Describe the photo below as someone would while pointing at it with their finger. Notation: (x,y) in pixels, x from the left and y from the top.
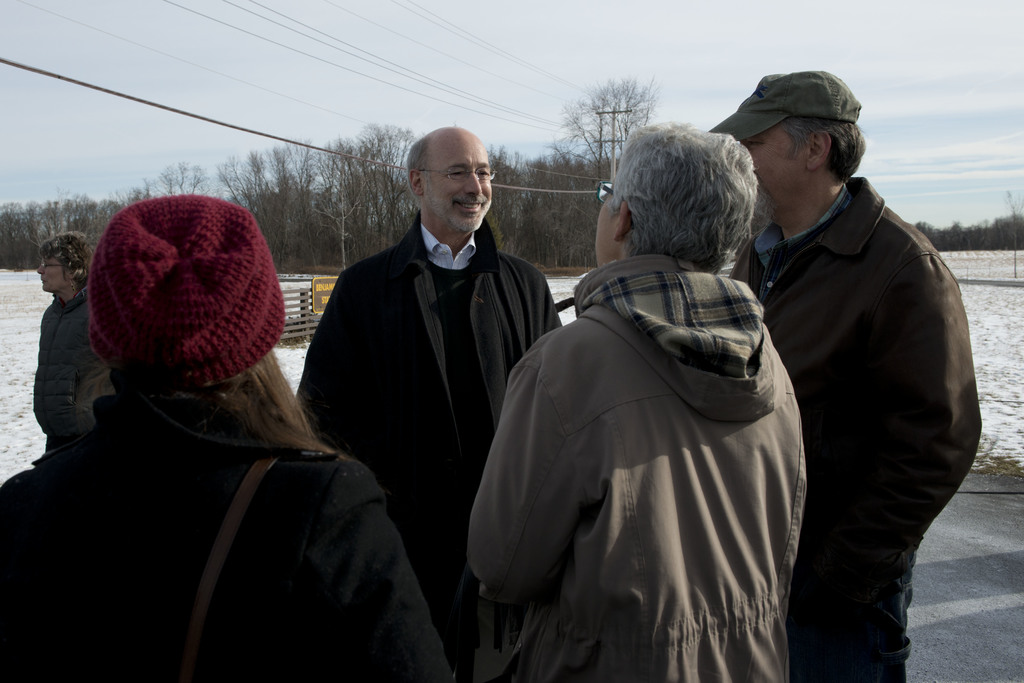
In this image, there are a few people (574,424). We can see the ground (1006,375). We can see some snow (978,344) and a board (319,300) with some text (322,287). There are a few trees (359,212) and a pole (615,138) with some wires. We can also see the sky (944,12) with clouds (979,54).
